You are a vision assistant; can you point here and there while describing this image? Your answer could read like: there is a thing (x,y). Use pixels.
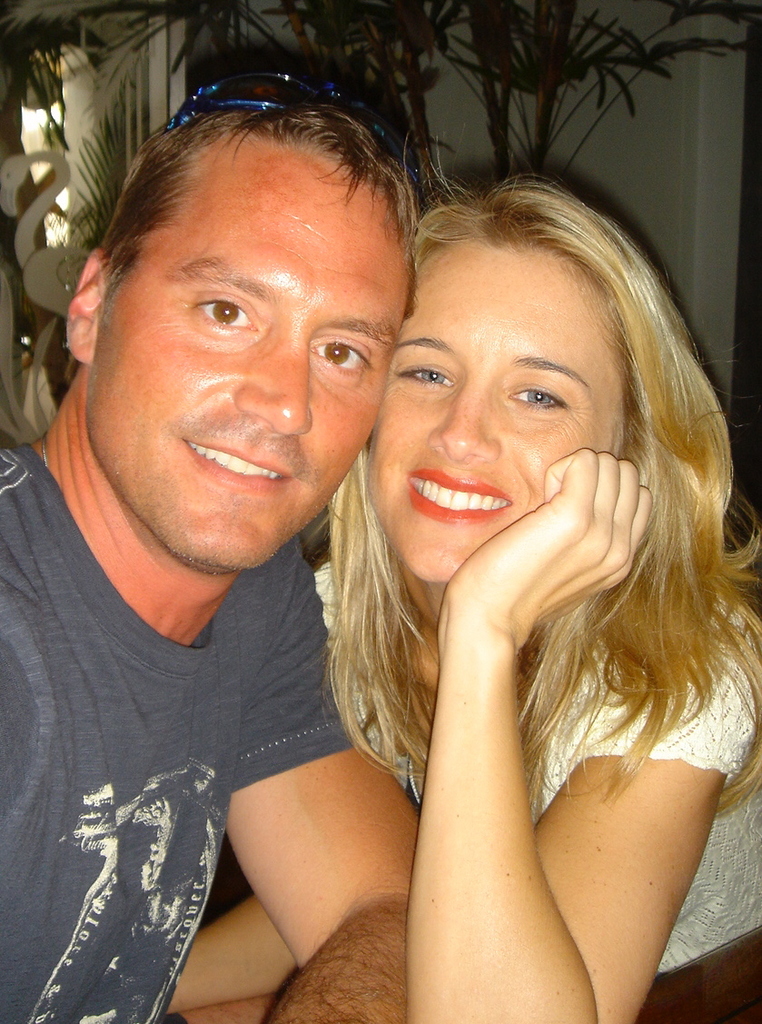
In this picture we can see a woman (396,577) with white color top (722,716) and a man (222,403) with T-Shirt (133,657) and goggles (229,90) placed over his head (322,124). Both are smiling and in the background (469,87) we can see a wall (645,115), tree (311,13) and a crane symbol (54,169).
